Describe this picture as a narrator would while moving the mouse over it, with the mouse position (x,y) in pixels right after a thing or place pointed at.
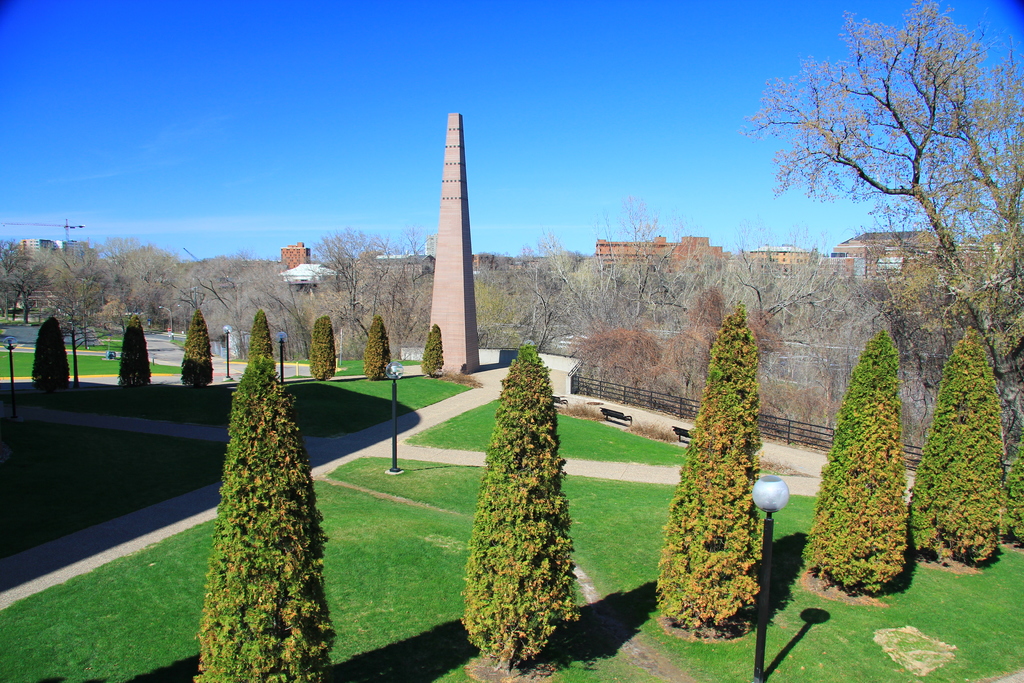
In this picture we can see trees (518,602), poles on the ground (451,572) and in the background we can see a tower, buildings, sky (22,199).
